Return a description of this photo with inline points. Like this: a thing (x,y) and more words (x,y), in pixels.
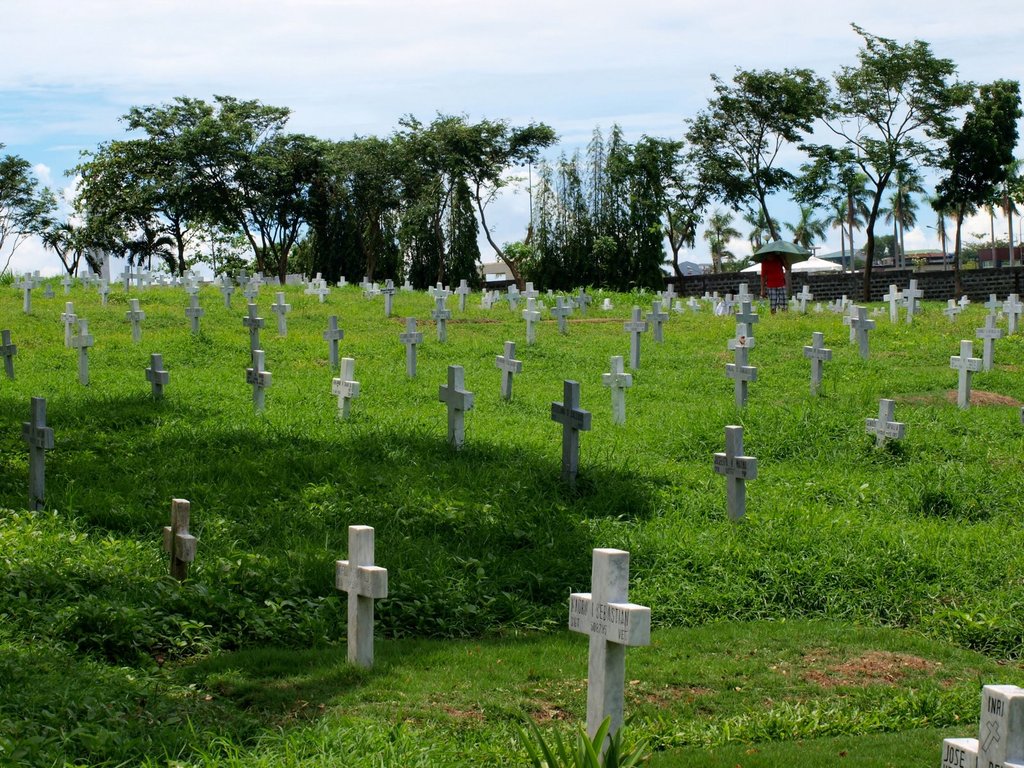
At the bottom of the image (185,619) there is ground (459,551) with grass (418,528) and many graveyards (851,326) with cross symbols (863,344) on it. In between them there is a person (775,285) standing. And in the background (420,219) there are many trees (119,189) and also there is a wall (827,284) at the right side of the image (810,283). At the top of the image (558,66) there is a sky (458,98).
